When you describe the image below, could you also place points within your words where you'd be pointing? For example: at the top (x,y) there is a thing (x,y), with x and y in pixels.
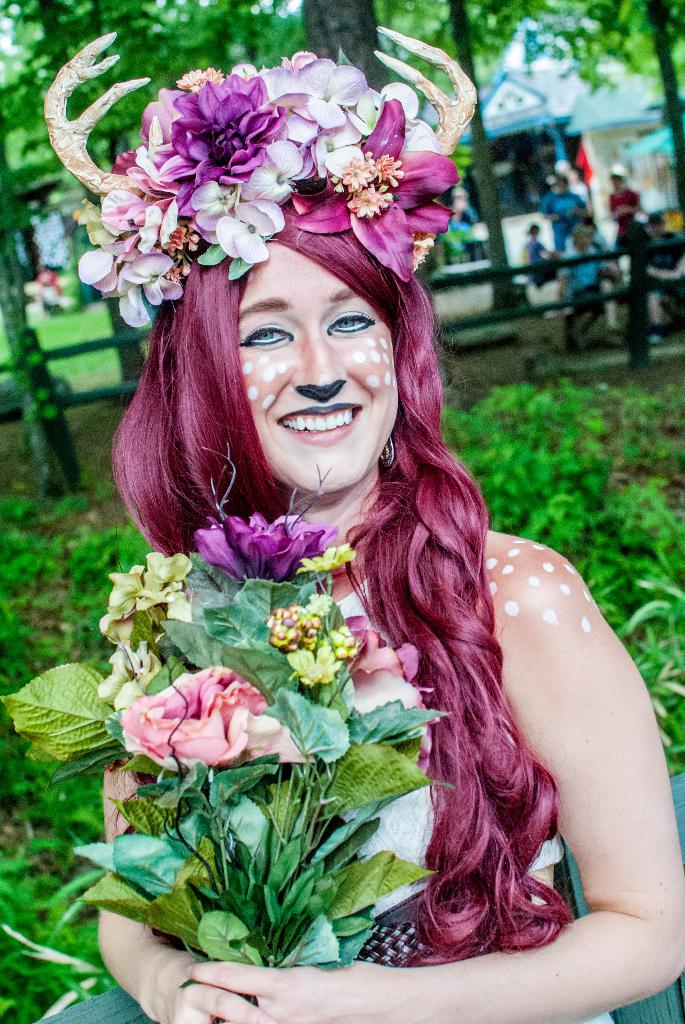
In this image we can see a woman (358,500) dressed in a costume (359,601) and holding a bouquet (272,962) in her hands (194,995). In the background (570,278) we can see wooden grill (580,272), plants (621,434), ground (597,367), persons (590,275), buildings (525,139) and sky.
